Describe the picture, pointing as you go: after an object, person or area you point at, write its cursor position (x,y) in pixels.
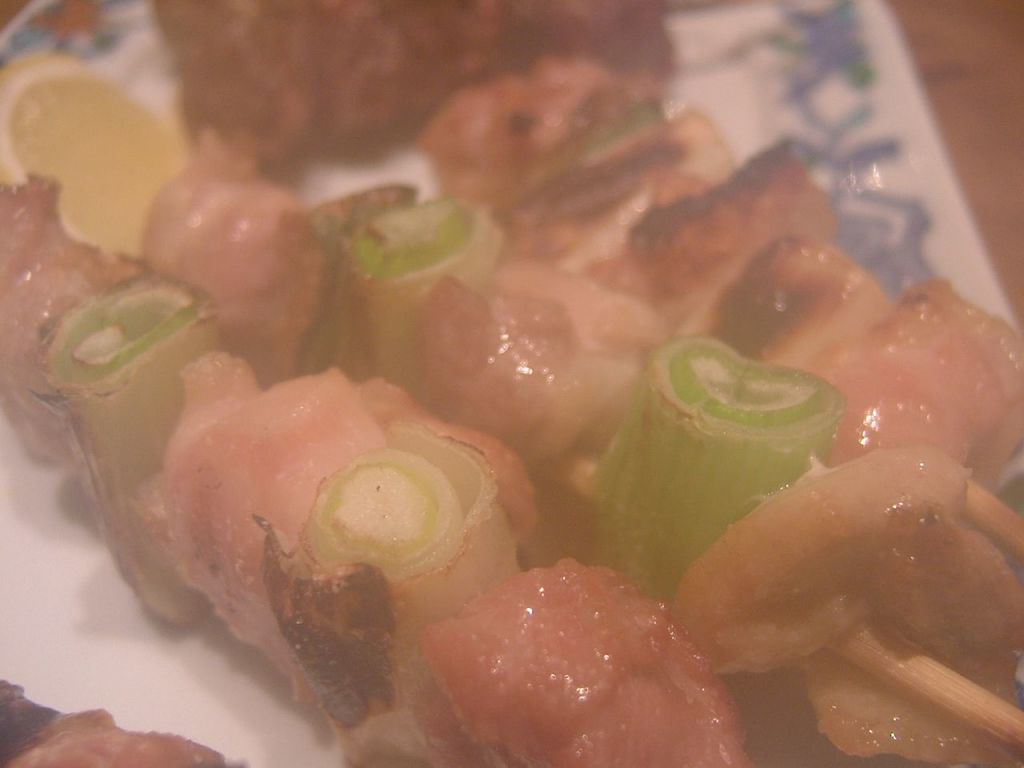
In this image we can see some food items (554,579) on the surface (35,655).
